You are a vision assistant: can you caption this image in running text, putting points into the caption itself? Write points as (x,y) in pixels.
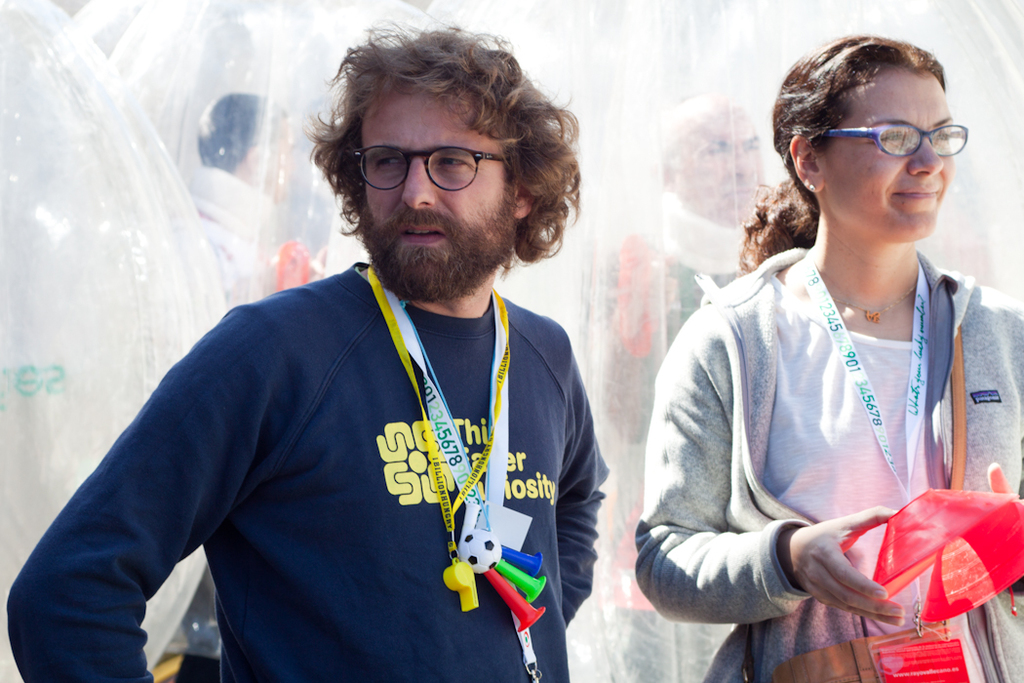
In this image in the center (343,302) there is one man (337,512) who is standing, and on the right side (812,444) there is one woman (906,429) who is standing and she is holding one red sheet (890,548) and these two are wearing some tags (520,526). In the background (641,180) there are some air balloons (272,122) and some persons (232,107).
